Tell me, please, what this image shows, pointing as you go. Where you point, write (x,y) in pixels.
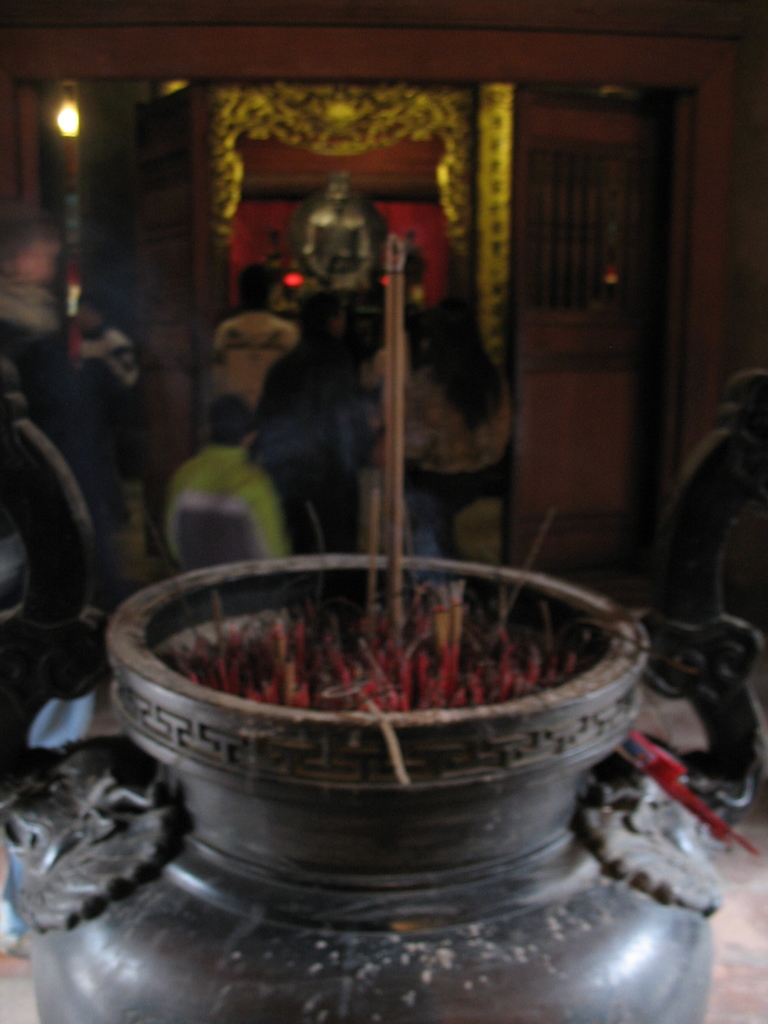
In this picture there are incense sticks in the object (378,830). At the back (338,401) there are group of people (353,461) standing and there is a statue (371,262) and there is a light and door (153,369).
